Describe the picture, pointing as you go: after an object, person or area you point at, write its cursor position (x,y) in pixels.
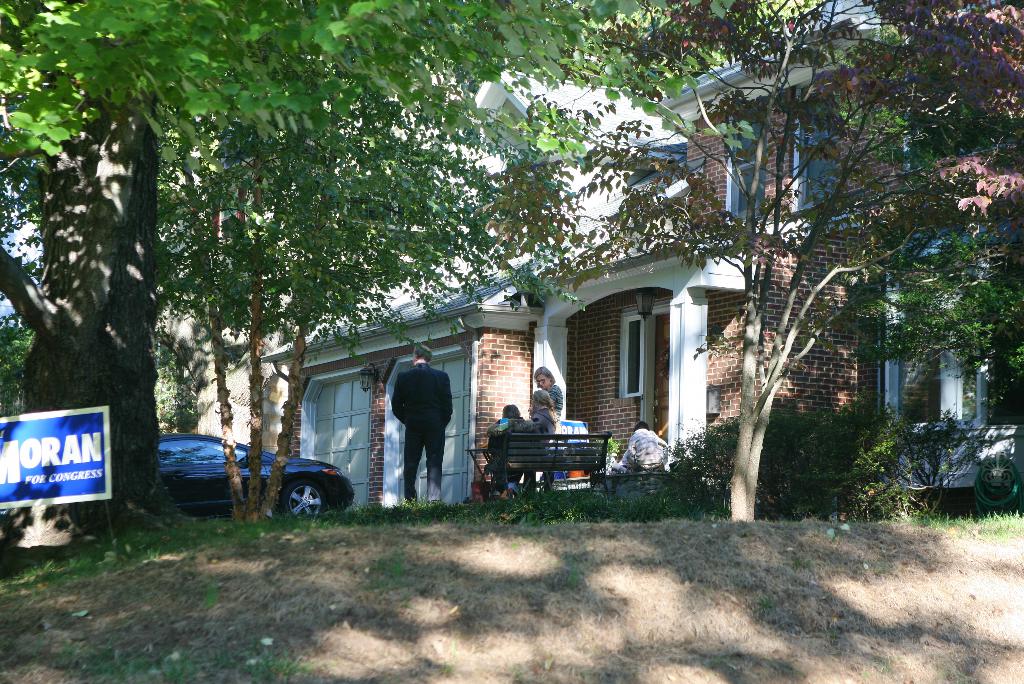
In this image, we can see a building (371,499), there are two persons (550,408) sitting on the bench (552,468), there are some people (421,408) standing, there is a car (202,480), we can see some green trees (486,127).
